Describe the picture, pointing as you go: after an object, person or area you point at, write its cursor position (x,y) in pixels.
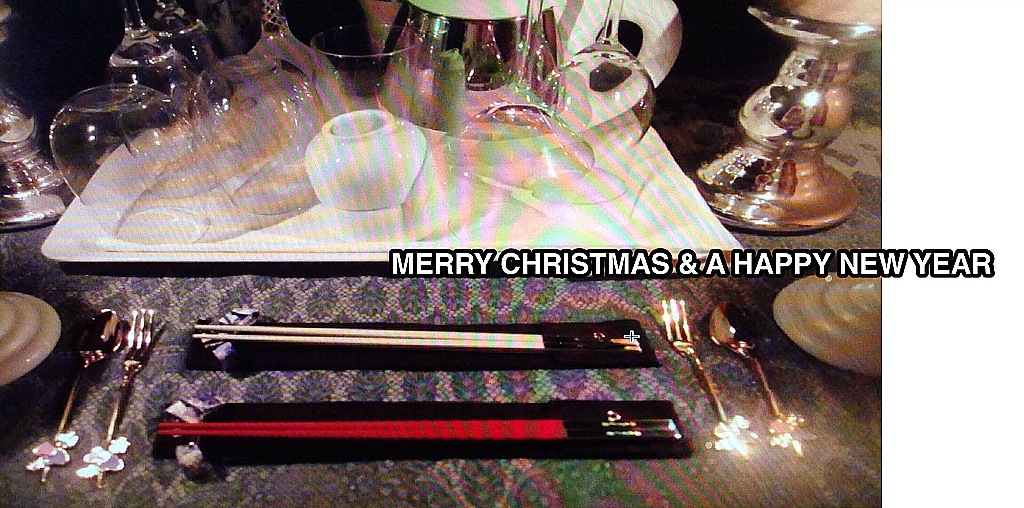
In this image there is a cloth (135,389), there are chopsticks (529,423), there are forks (136,356), there are spoons (730,333), there is an object (870,293) there looks like a saucer (844,313) is towards the right of the image (839,328), there is a tray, there are glasses (620,44), there is a jug (518,53), there is a metal object (767,152) towards the top of the image (820,124), there is a metal object (20,149) towards the left of the image (31,133), there is text (760,260).
